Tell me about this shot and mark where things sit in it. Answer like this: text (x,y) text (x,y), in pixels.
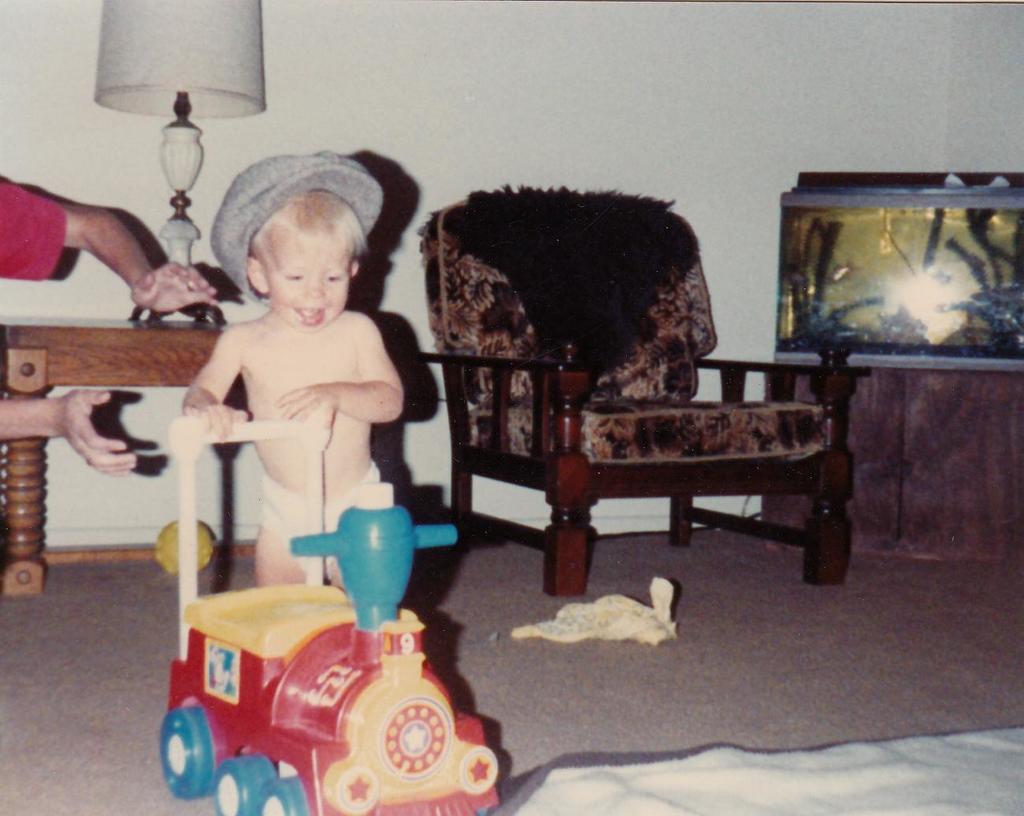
In the picture we can see a child (340,419) playing with a toy (375,567). besides to him, we can find two hands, In the background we can find a table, a lamp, an aquarium (885,182).
